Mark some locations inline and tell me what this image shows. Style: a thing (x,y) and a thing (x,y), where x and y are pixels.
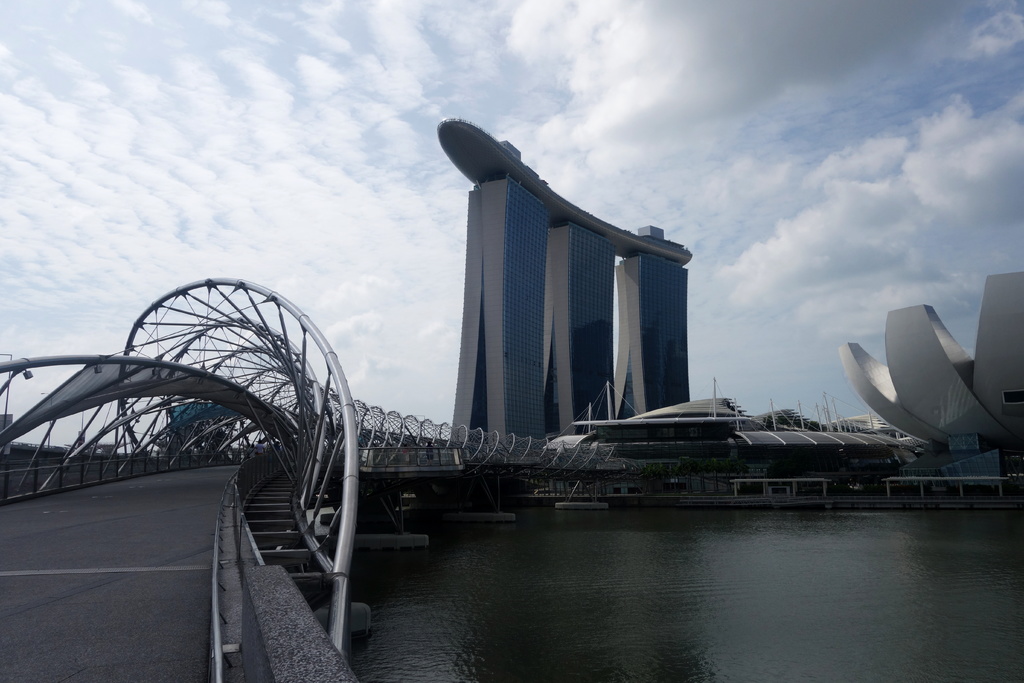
In the foreground of this image (236,566), there is a bridge (300,464) and under it, there is the water (710,622). In the background (816,440), there are buildings (661,410), a skyscraper (609,248), sky (790,81) and the cloud (727,30).
